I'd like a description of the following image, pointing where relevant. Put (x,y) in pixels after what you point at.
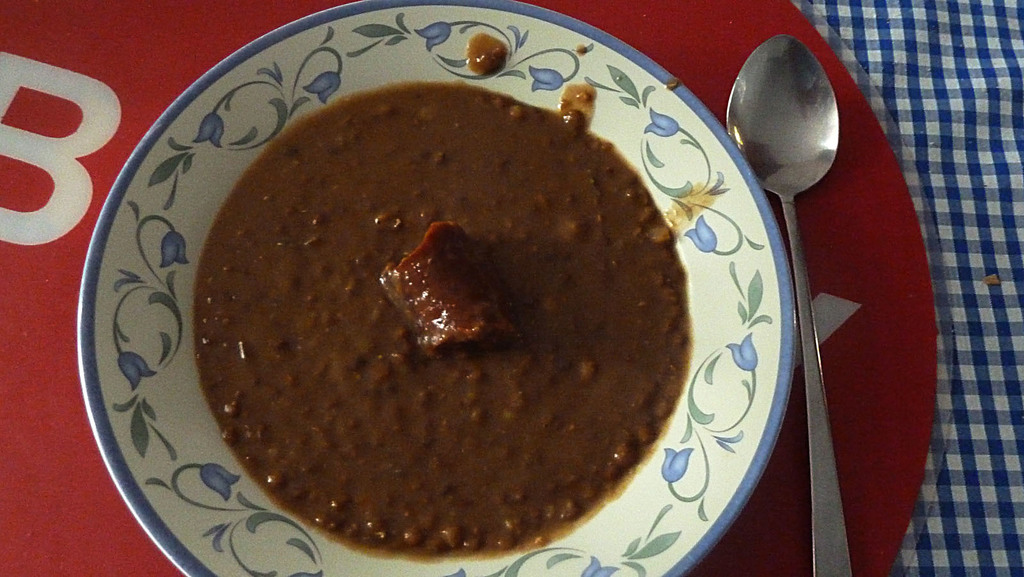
In this image in the center (533,273) there is a plate (440,46), and in the plate (191,530) there is some food (615,256) and beside the plate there is one spoon (795,98) and under the plate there is one plastic object (616,5) and cloth (968,138).
